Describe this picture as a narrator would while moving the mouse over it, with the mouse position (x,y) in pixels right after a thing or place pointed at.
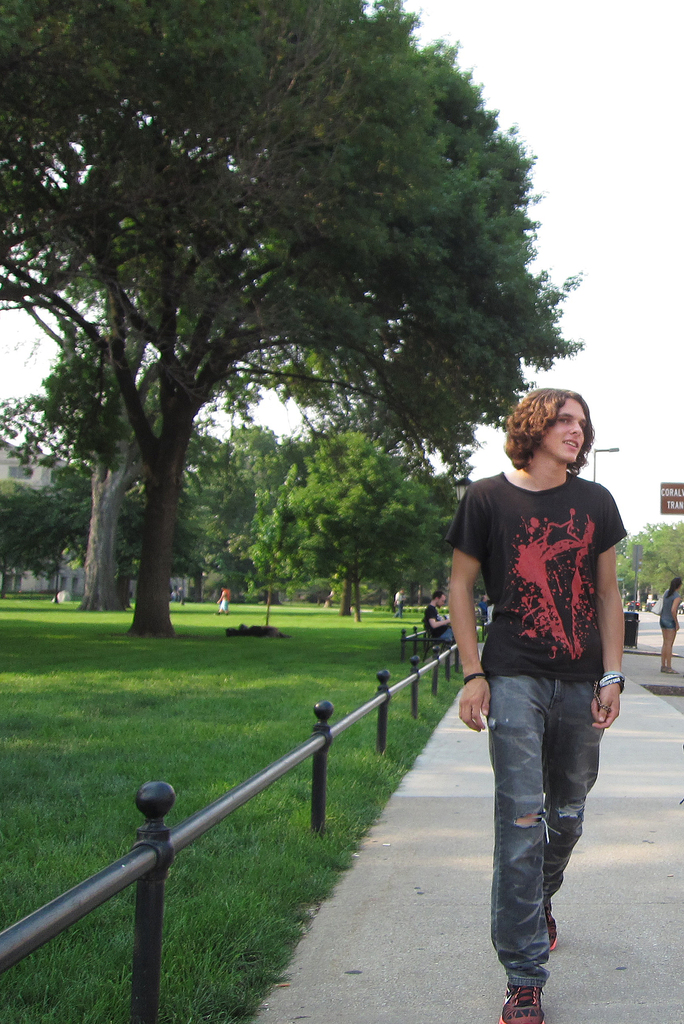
In the foreground of this image (573,825), there is a man (533,722) in black T shirt (553,655) and blue jeans (535,778) walking on side path (614,839). On right (663,643), there is a woman (671,657) standing side to the road (683,645). On left (11,552), there are trees (182,385), grass (204,691) and the sky (560,97) on top (583,95).
